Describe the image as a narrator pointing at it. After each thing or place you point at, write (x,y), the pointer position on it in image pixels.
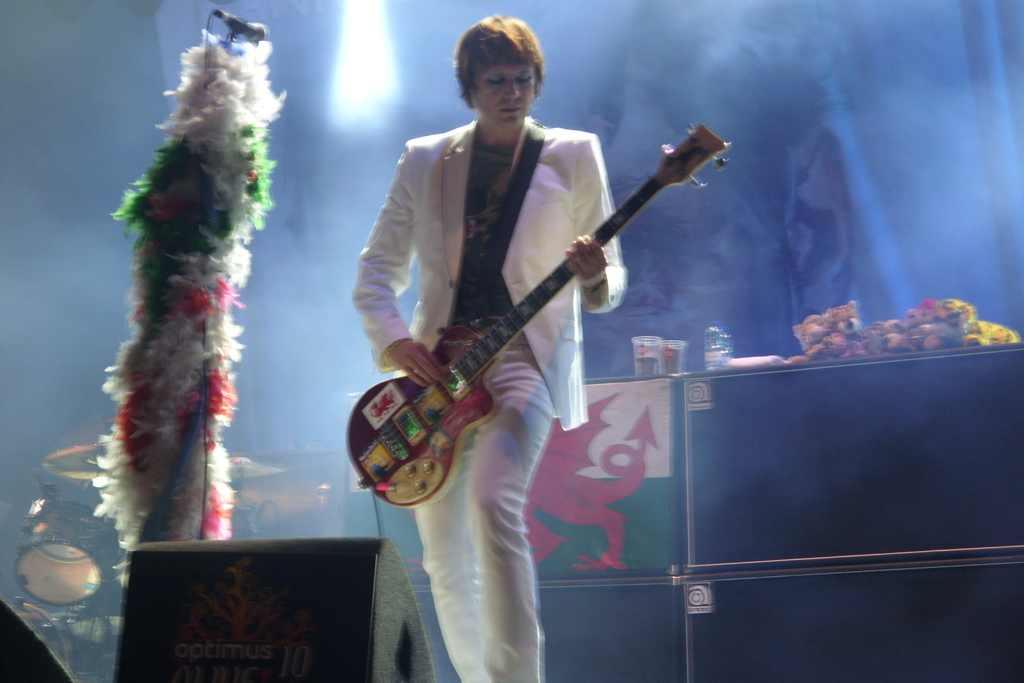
In this picture a man (462,506) who is dressed in white is playing a guitar (429,415) and there is a mic (248,34) decorated with feathers (222,138) placed beside him, in the background (670,568) there are few boxes (668,550) and toys (939,316) on top of it. There is even a light (376,44) fitted to the roof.
